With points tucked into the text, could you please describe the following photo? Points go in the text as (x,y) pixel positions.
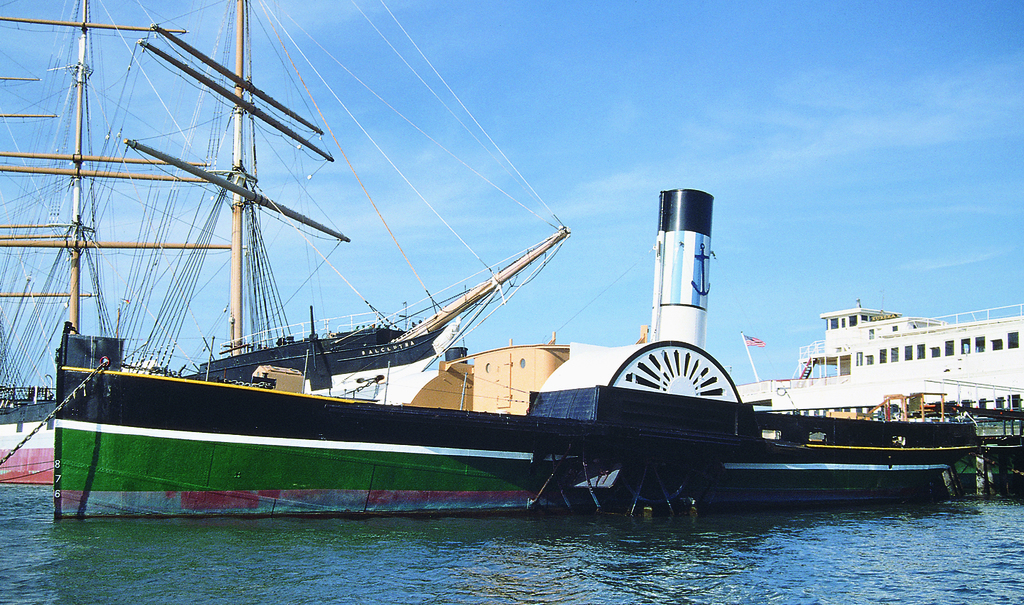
In the center of picture (514,377) there are ships (514,359). In the foreground (29,545) it is water (571,567). Sky (843,255) is clear and it is sunny.
